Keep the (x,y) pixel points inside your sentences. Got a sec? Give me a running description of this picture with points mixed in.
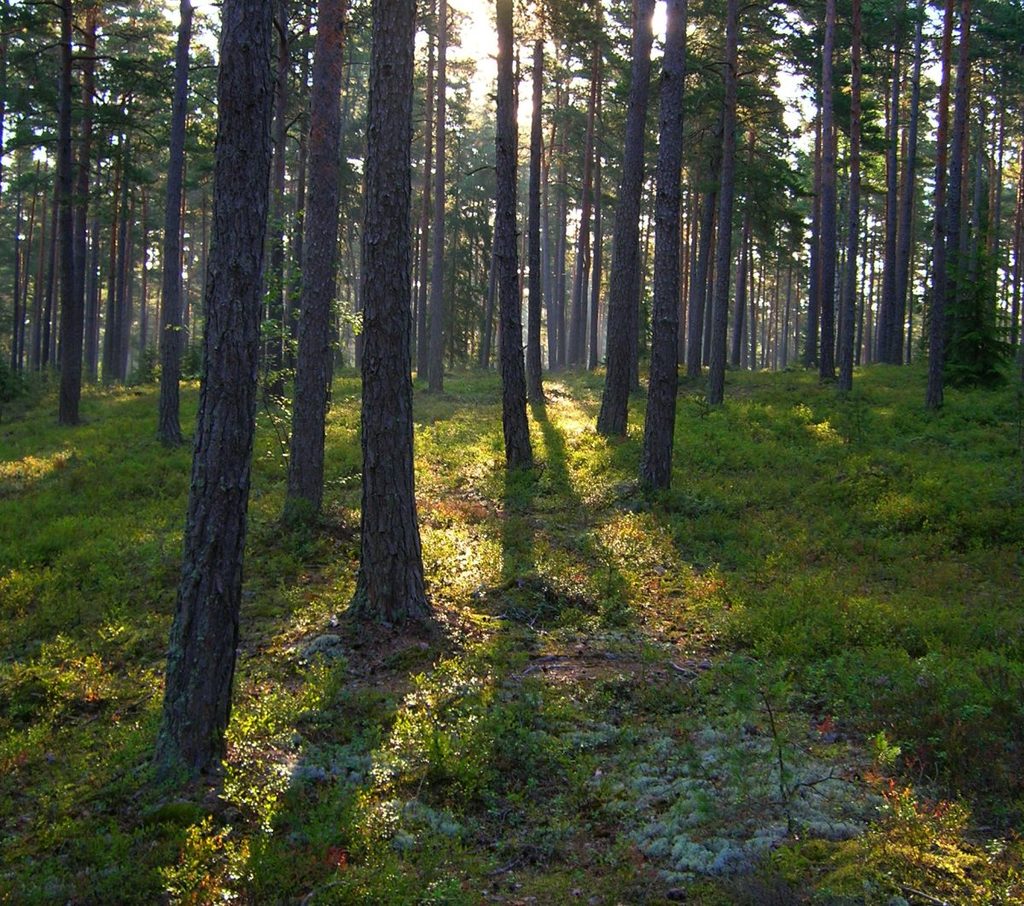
In this picture we can see grass (770,626), few plants (831,680) and trees (483,318).
